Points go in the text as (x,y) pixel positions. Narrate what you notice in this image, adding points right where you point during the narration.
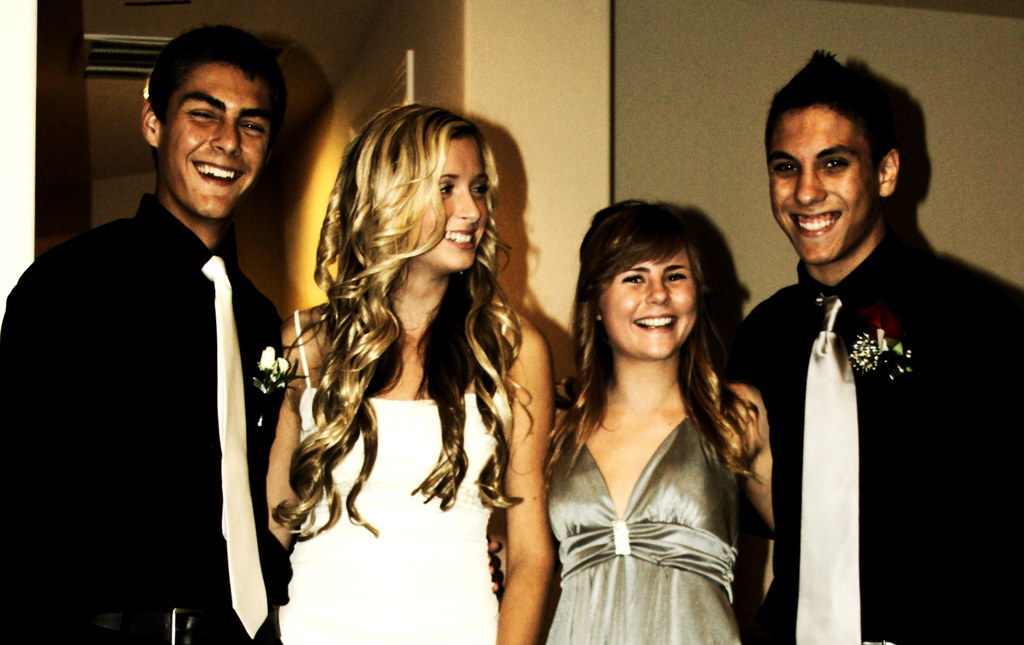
In this image there are two men (948,491) and two ladies (519,473) standing, in the background (871,42) there is a wall (500,56).
